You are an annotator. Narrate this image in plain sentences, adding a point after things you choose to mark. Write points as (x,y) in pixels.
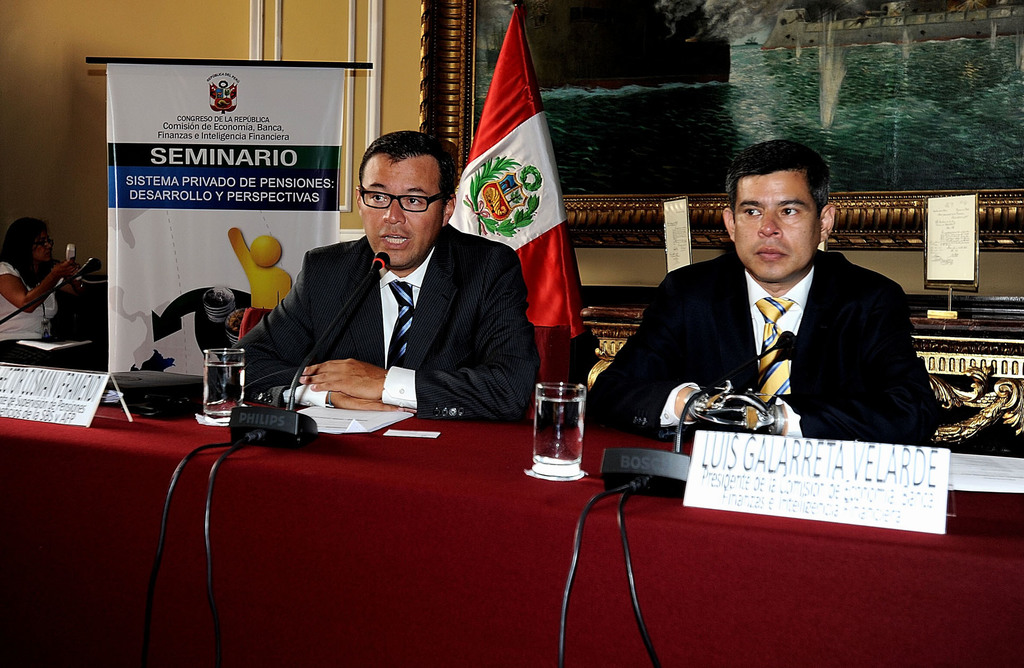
In this image I can see a table (354,450), on the table (292,450) I can see red color cloth (481,467) and glass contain water (559,403) and cable cards (333,415) and mics (97,263) and two boards (928,475) and two persons (517,347) wearing a black color suit (489,347) visible in front of the table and I can see a photo frame (550,64) attached to the wall (330,45) and a flag (539,149) and two hoarding boards (963,218) visible in front of the wall (83,216) and I can see a notice board (166,193) visible in front of the wall (352,52) on the left side (175,233) and I can see a woman (19,323) on the left side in front of the wall (50,204).
